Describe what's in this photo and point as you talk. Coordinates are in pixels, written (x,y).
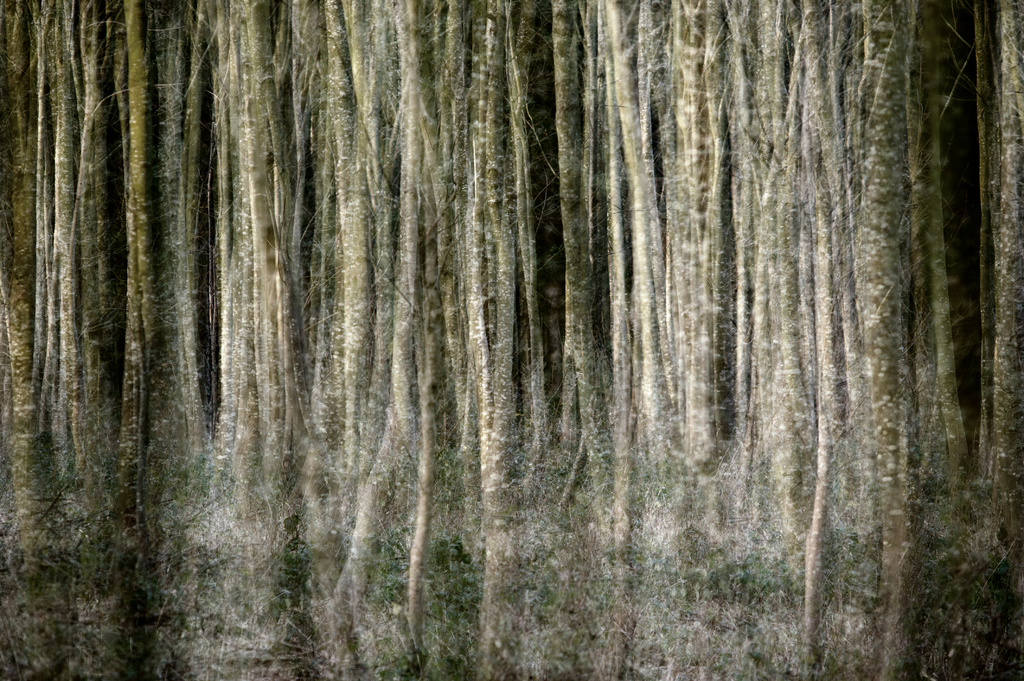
These are the logs (479,242) of trees (762,273).
